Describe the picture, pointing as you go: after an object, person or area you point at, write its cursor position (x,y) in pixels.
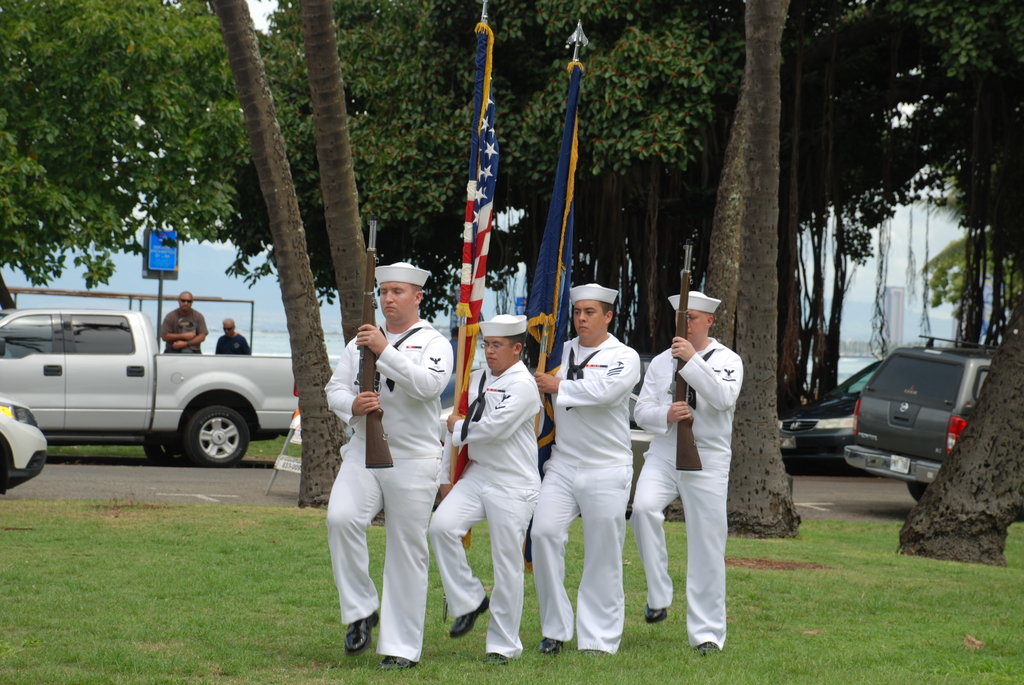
In this image there are four men (625,466) wearing white dress (461,501), holding guns (686,461) and flags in their hands (442,493) and marching on grass land (197,628), in the background (900,468) there are trees (960,451), cars (87,324) and a sea (868,360).
